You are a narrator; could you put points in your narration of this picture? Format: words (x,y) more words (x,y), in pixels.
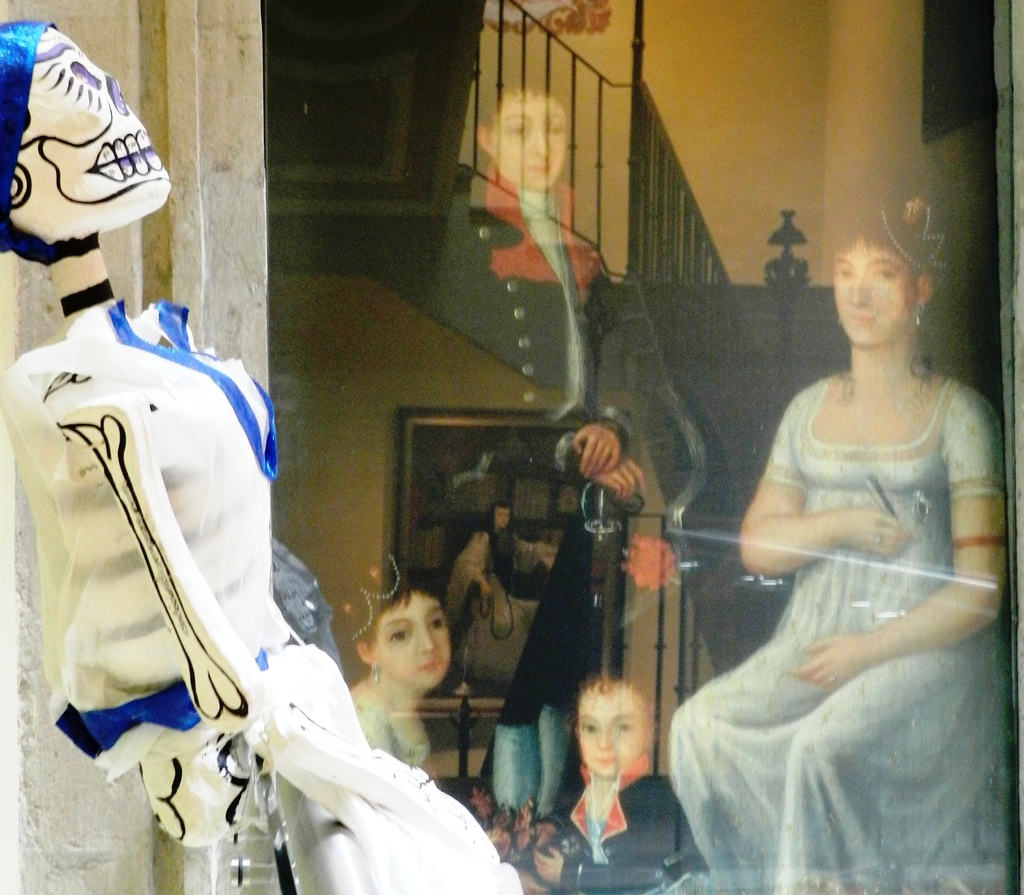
In this image we can see the sculpture (198,727) and also the depictions of people (565,441). We can also see the stairs (641,136), railing (586,62), wall (748,142) and also the frame (478,509).
